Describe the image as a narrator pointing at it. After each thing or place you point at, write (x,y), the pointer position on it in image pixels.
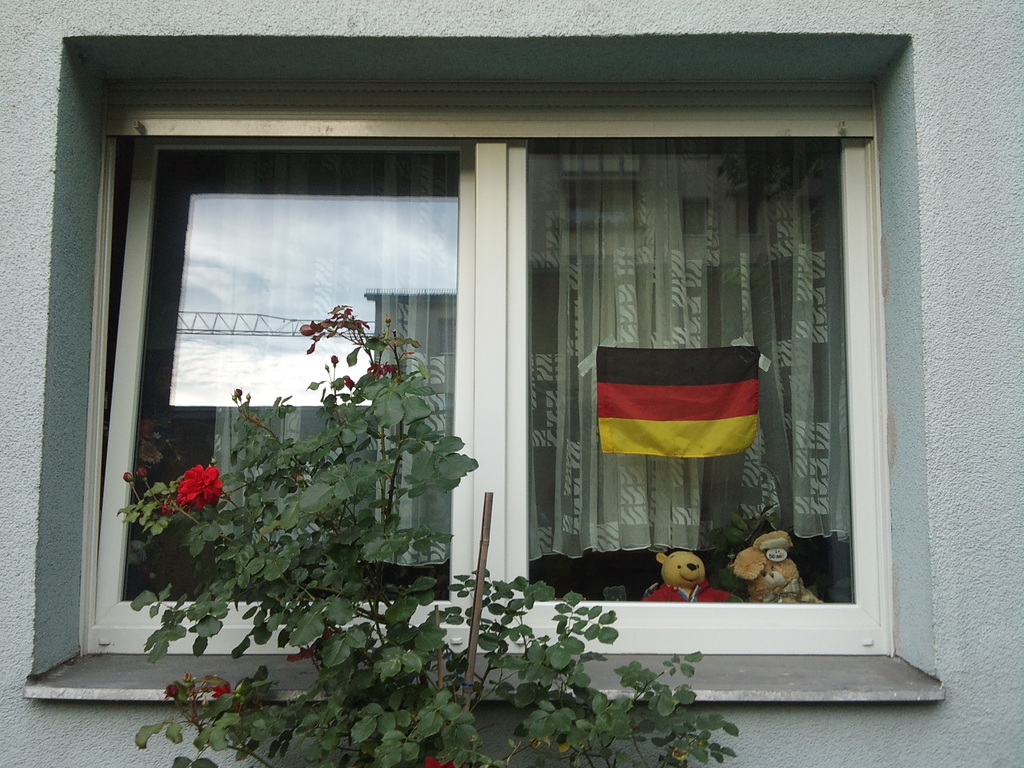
In-front of this window (466,513) there is a plant (361,522) with flowers (217,484). Through this window (316,404) we can see a curtain (651,500), toys (691,577) and flag (684,409). This is white wall (963,268).
